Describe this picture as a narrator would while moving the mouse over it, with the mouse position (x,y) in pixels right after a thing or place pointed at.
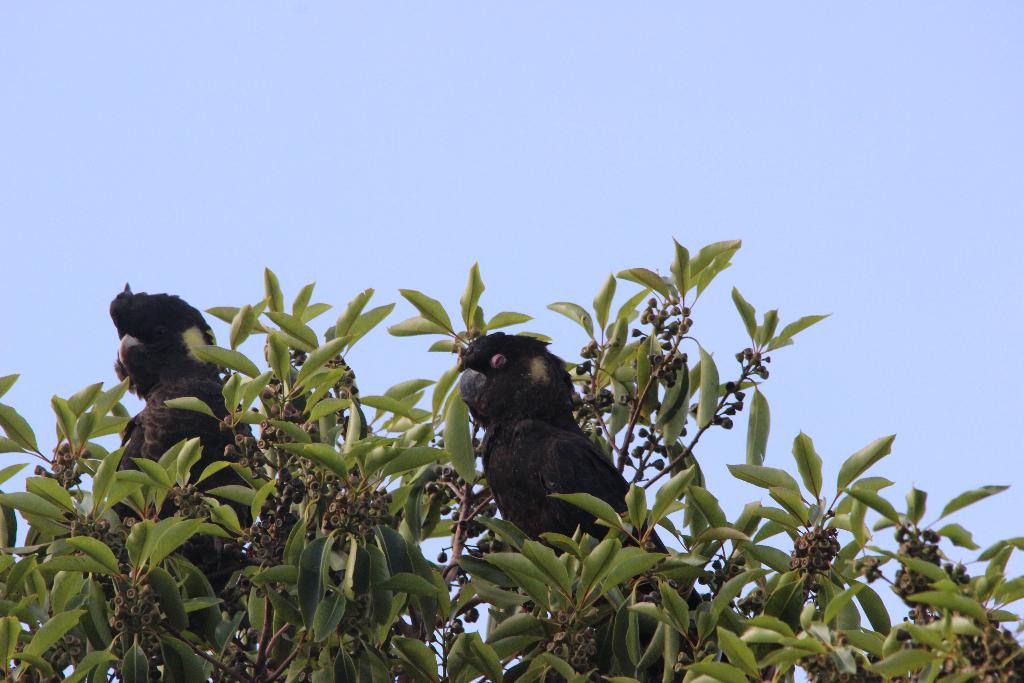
In this image I can see two birds (572,469) which are black and white in color are on a tree (469,469) which is green and brown in color. In the background (886,264) I can see the sky (717,173).
